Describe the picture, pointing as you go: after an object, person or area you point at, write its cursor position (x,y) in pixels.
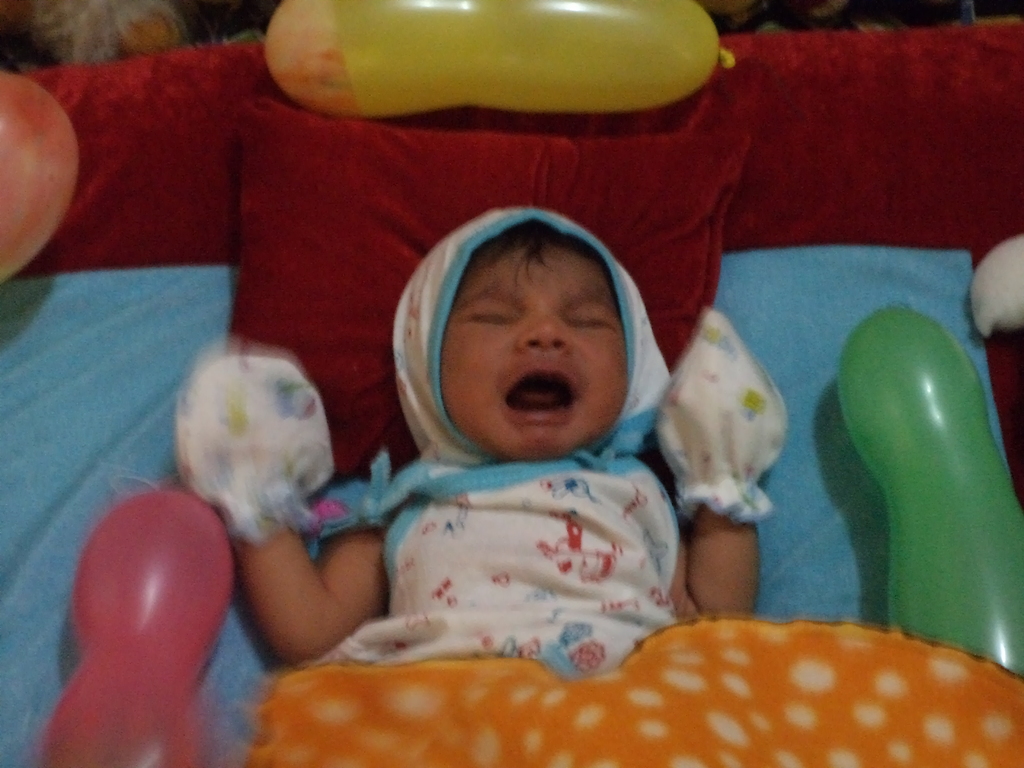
In this image I can see a bed (62,373) and on it I can see few red cushions (225,124), few balloons (52,125), an orange colour cloth (295,675) and a baby (384,538). I can see this baby (425,486) is wearing white and blue colour dress (413,583).
